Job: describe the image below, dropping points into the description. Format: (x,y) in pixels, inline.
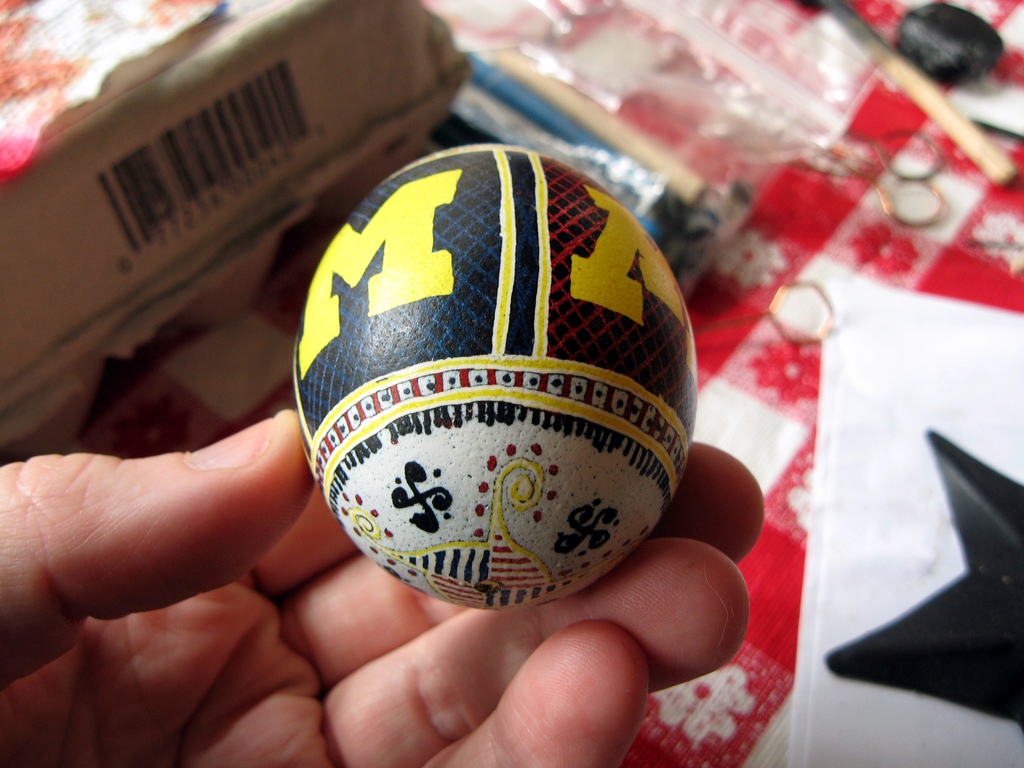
In this image we can see a person's hand (249,632) and he is holding an egg (498,289) and there are few objects (570,100).
